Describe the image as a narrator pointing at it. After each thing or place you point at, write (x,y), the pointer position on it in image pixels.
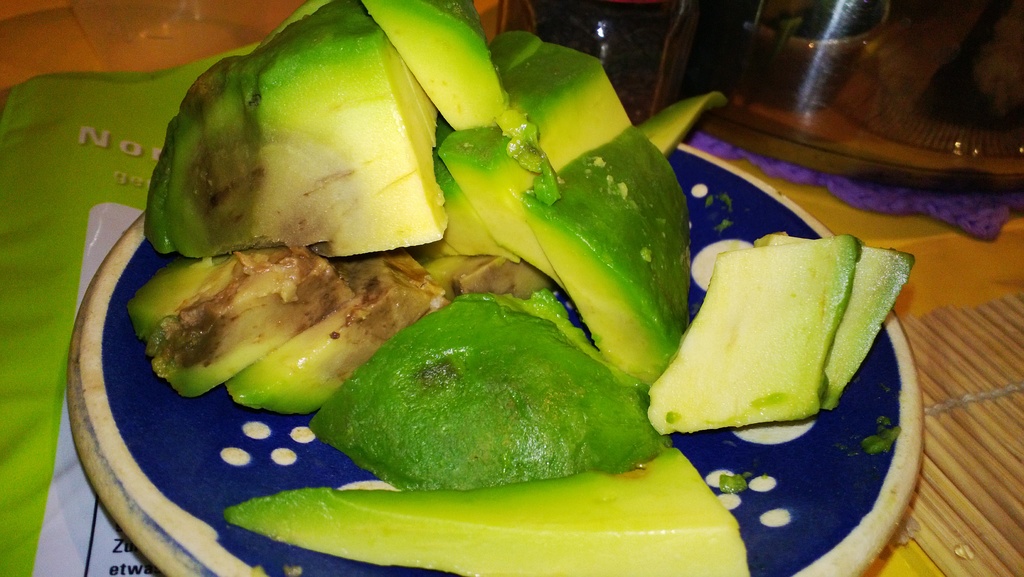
In the image there is a fruit (547,385) cut into pieces (340,353) and kept on the plate (683,161) and below the plate (715,167) there is a table (899,224).
